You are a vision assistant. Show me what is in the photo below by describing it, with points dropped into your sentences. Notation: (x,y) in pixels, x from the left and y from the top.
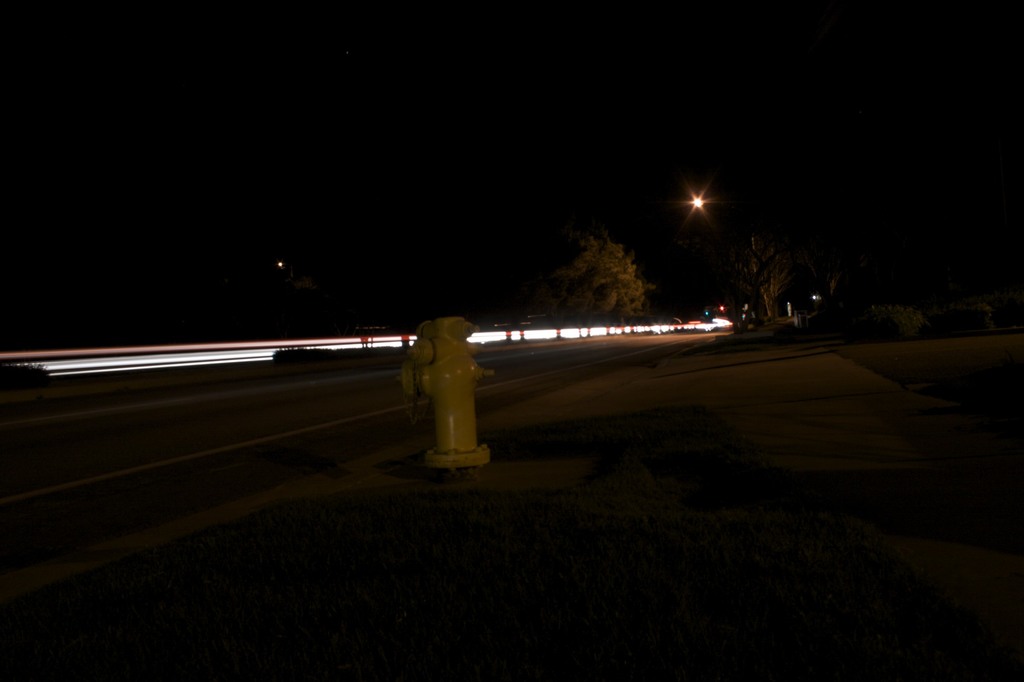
In this image, I can see a fire hydrant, road (383,419), lights (602,328), trees (595,300) and bushes (963,319). At the bottom of the image (602,570), I can see the grass (546,581). There is a dark background (95,273).
